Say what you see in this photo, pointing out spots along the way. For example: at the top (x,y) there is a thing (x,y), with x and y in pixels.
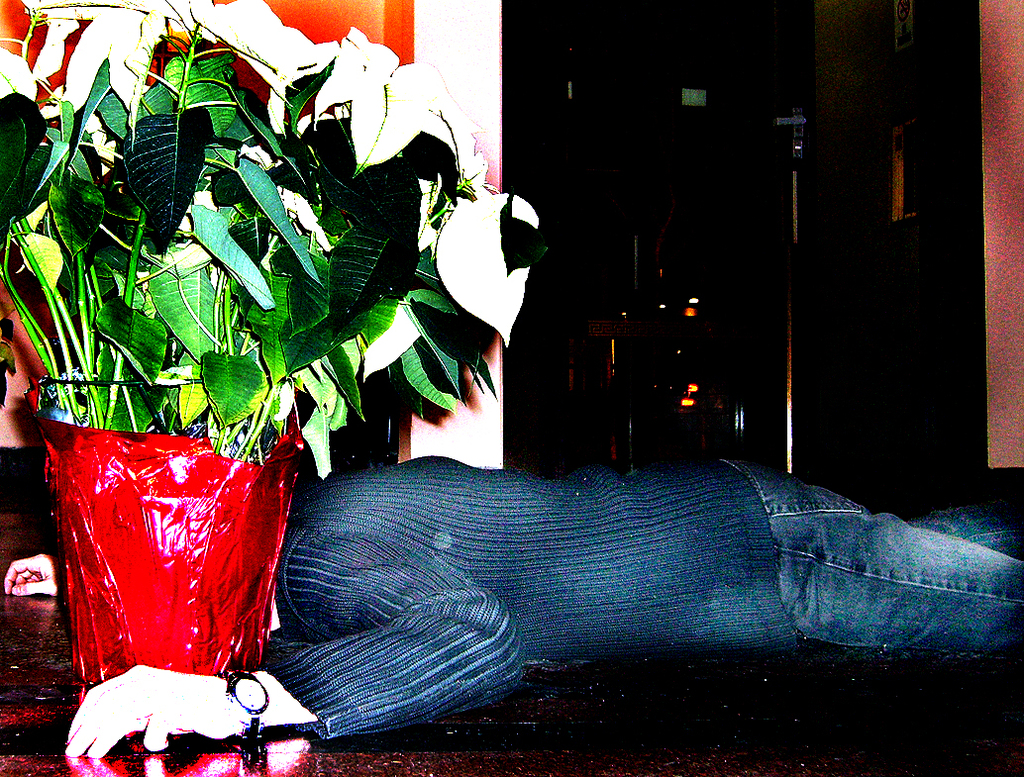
In this picture we can see a person (522,647) and a houseplant (166,538) on the floor (711,673) and in the background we can see it is dark.
